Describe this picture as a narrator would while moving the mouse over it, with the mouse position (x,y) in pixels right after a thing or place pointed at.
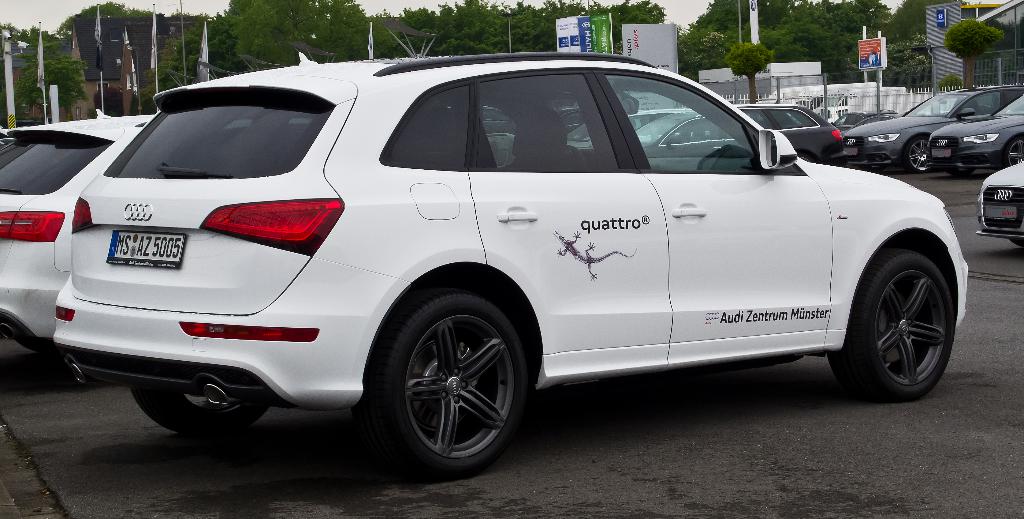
In the middle of the image (516,321) there are some vehicles (27,180). Behind the vehicles (640,93) there are some poles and trees (35,85) and flags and banners (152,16).
